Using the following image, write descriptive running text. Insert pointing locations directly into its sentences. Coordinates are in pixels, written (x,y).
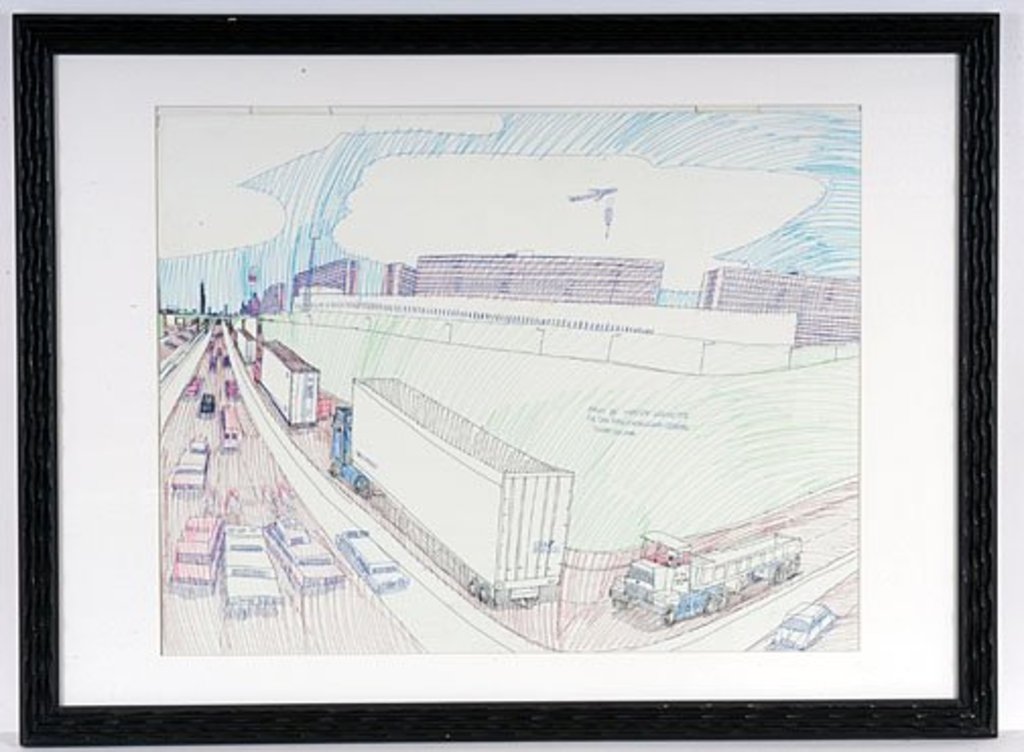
In this image I see a frame (128,707) and I see a white paper (581,215) and on it I see the art (242,297) and I see road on which there are vehicles (381,484) and I see the buildings (542,296) and the sky (462,196).
